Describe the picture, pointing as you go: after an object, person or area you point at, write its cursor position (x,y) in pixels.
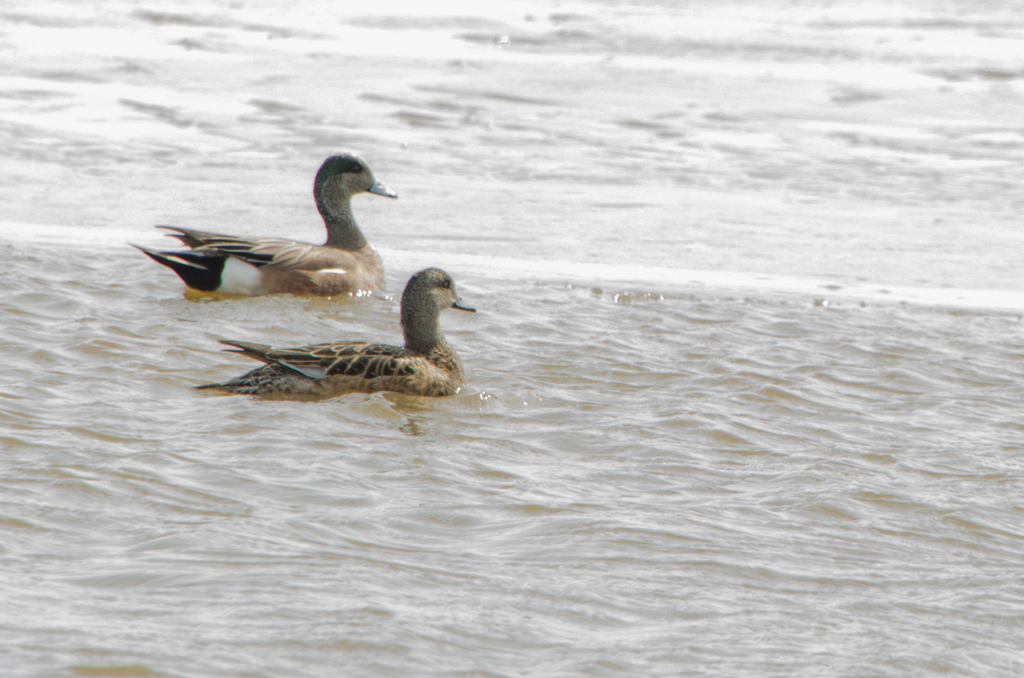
In this image I can see a river (624,436). On the left side (272,263), I can see two ducks (319,269) on the water (350,318). These are facing towards the right side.
